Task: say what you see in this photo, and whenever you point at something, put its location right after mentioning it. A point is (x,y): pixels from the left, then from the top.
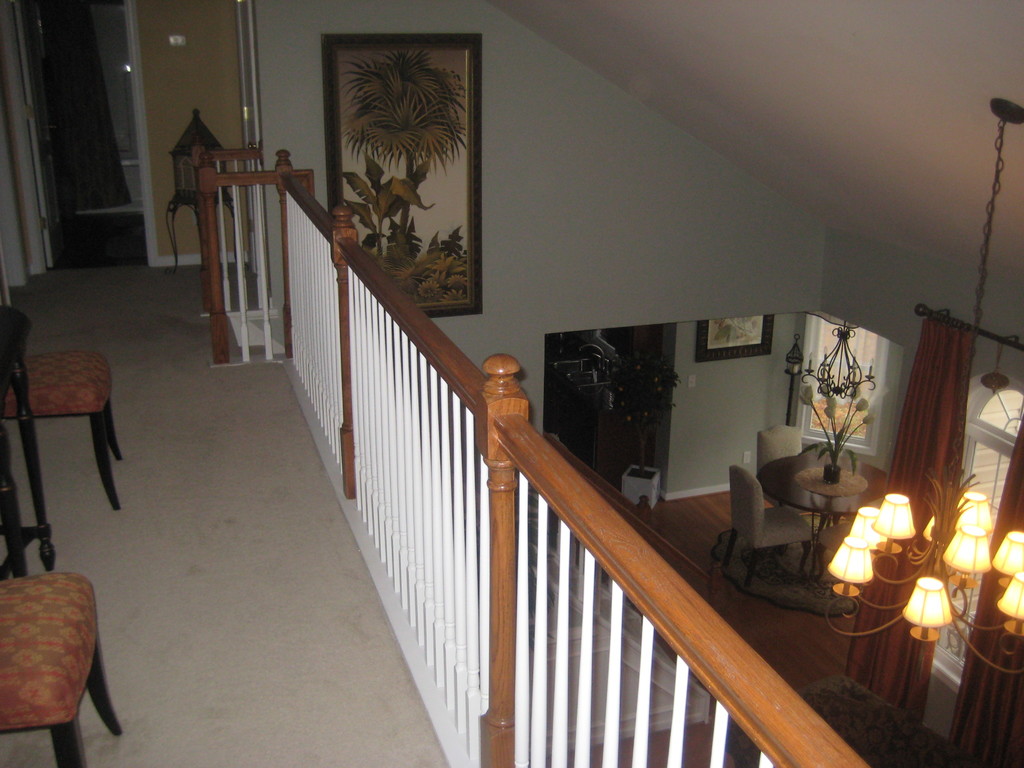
In this image we can see an inside of a house (345,517). We can see wooden fencing (417,502). On the left side (58,401), we can see chairs (11,390) and a door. In the background (726,460), we can see a wall (720,473), chairs (754,498) and a table (800,485). On the wall (558,298) we can see frames (407,155) and on the table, we can see a houseplant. On the right side (932,628), we can see a window (978,427), curtains (956,398) and a chandelier (946,611). On the top right (727,19), we can see the roof (741,62).
